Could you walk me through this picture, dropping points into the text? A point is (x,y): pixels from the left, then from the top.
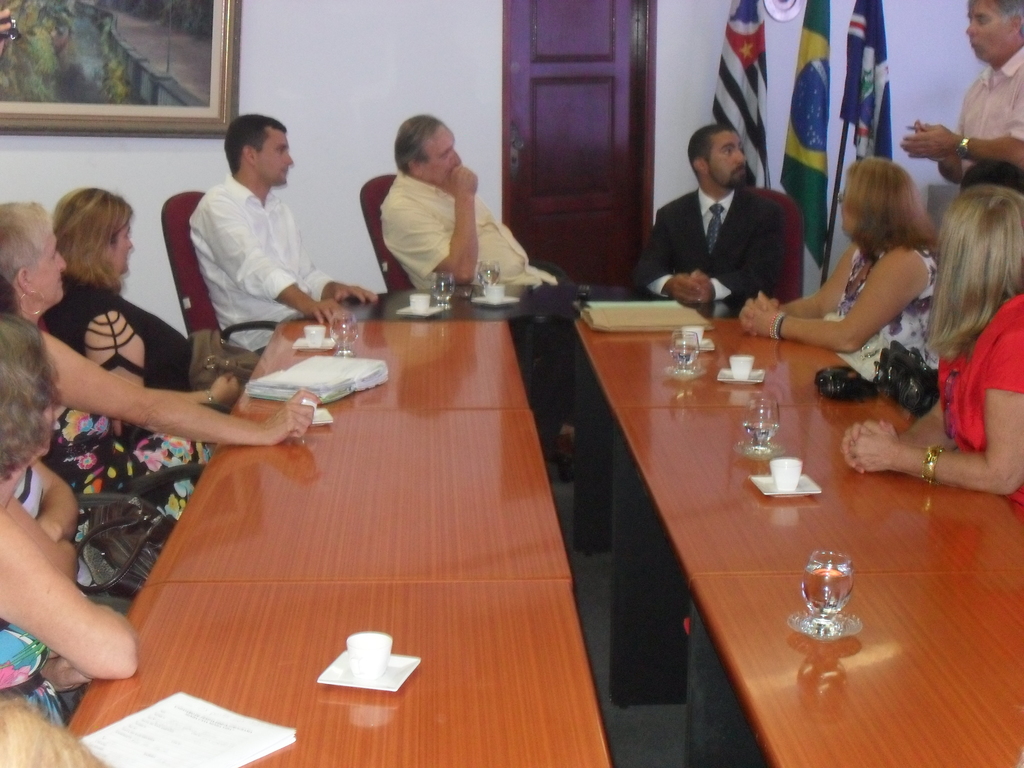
We can see a frame (198,69) over a wall (425,70). This is a door (601,136). We can see three different flags (818,62). We can see one man (987,58) standing and talking. Here we can see all the persons (684,228) sitting on chairs (204,281) in front of a table (522,646) and on the table (633,394) we can see cups (371,664), saucers (407,659), water glasses (850,577), book (340,378), papers (247,757).
